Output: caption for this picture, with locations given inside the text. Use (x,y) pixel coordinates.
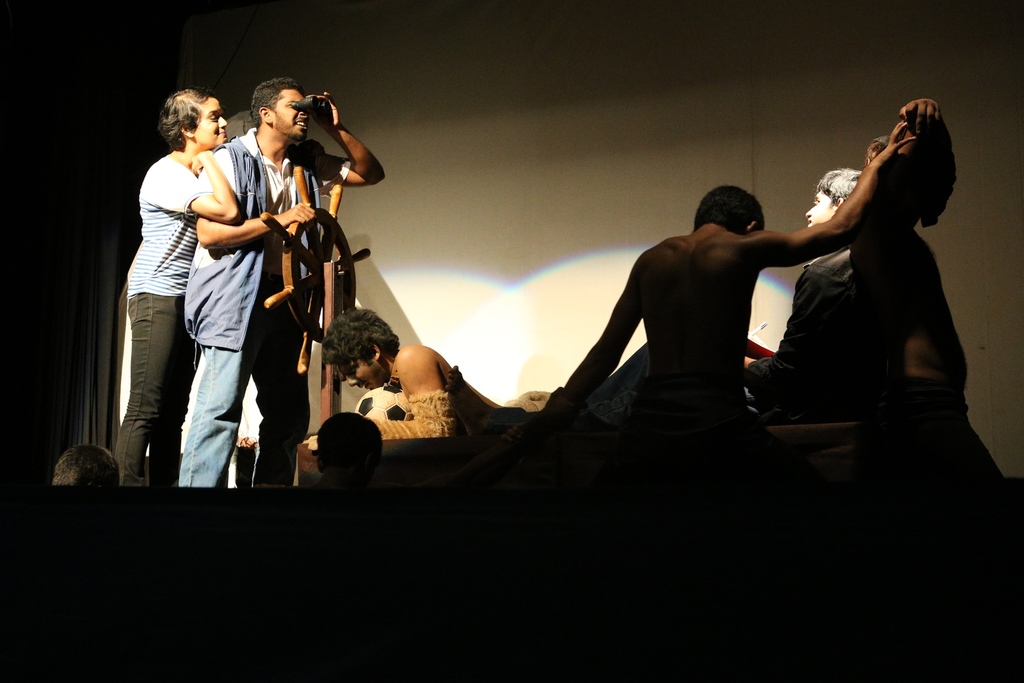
This image is taken in the dark. I can see six people (821,393) in here. Two people (282,457) are standing towards the left side (292,337) facing towards the right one person (263,138) among them is holding a binoculars (321,108) and a wheel (299,368) in his hands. One person (341,321) in the center of the image (397,339) is holding a football (385,392). I can see a few more people (71,476) at the bottom of the image (65,464).
